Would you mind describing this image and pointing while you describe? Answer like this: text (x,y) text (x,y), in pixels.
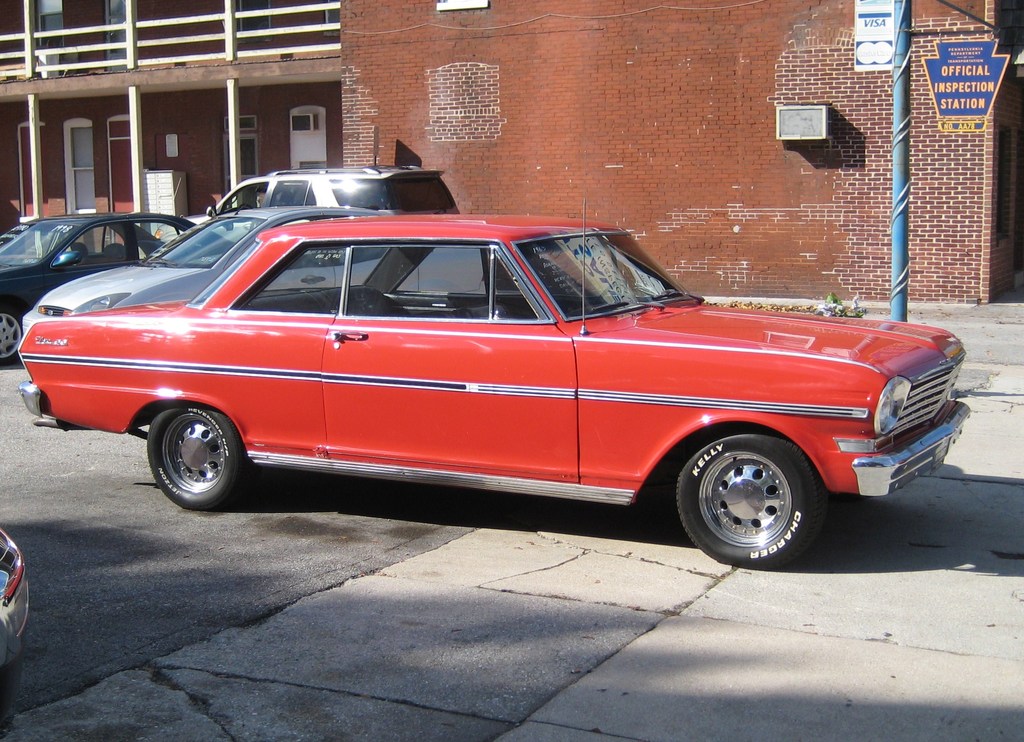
In this picture there is a red car (536,313) which is parked near to the pole (894,318). On the left (148,271) background (299,209) we can see many cars (181,227) which is parked near to the brick wall (188,184). In the background (558,51) there is a building (561,109). In the top right corner (969,62) there is a board (970,126).
